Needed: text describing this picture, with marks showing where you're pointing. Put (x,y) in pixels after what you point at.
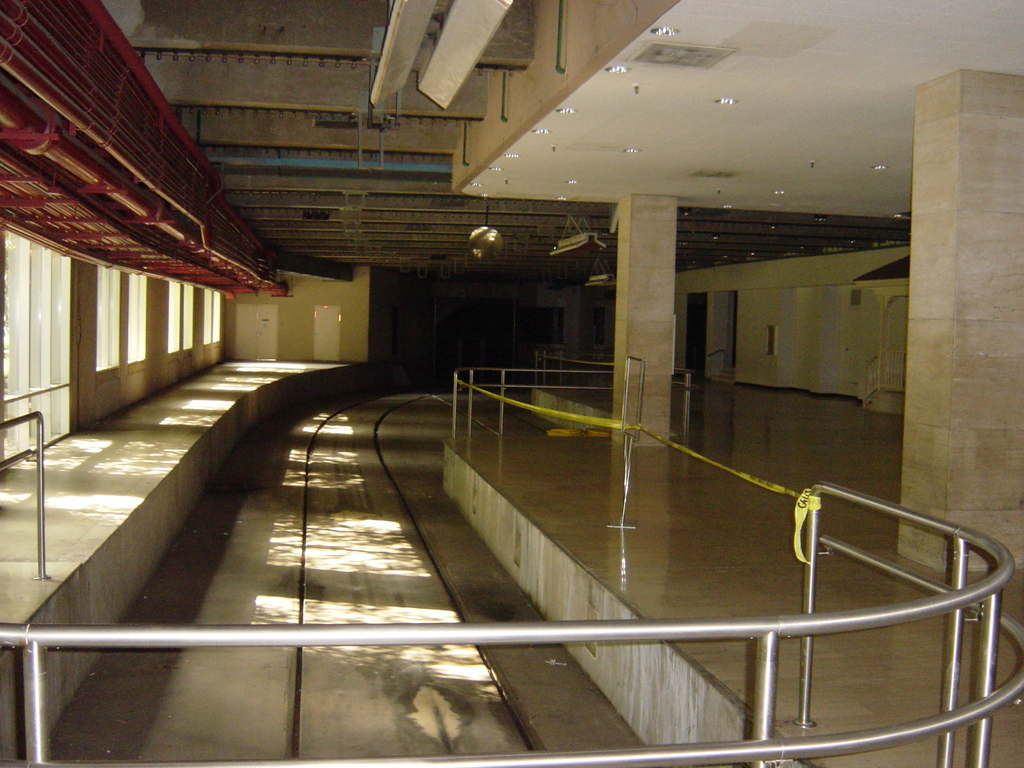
In this image I can see some pillars (984,293), doors (731,335), windows (13,318) and grills (566,372) on both sides of the image. At the top of the image (478,249) I can see some pillars (384,191), a mirror (478,236) hanging and some lights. In the center of the image (356,472) I can see a way (337,433).
